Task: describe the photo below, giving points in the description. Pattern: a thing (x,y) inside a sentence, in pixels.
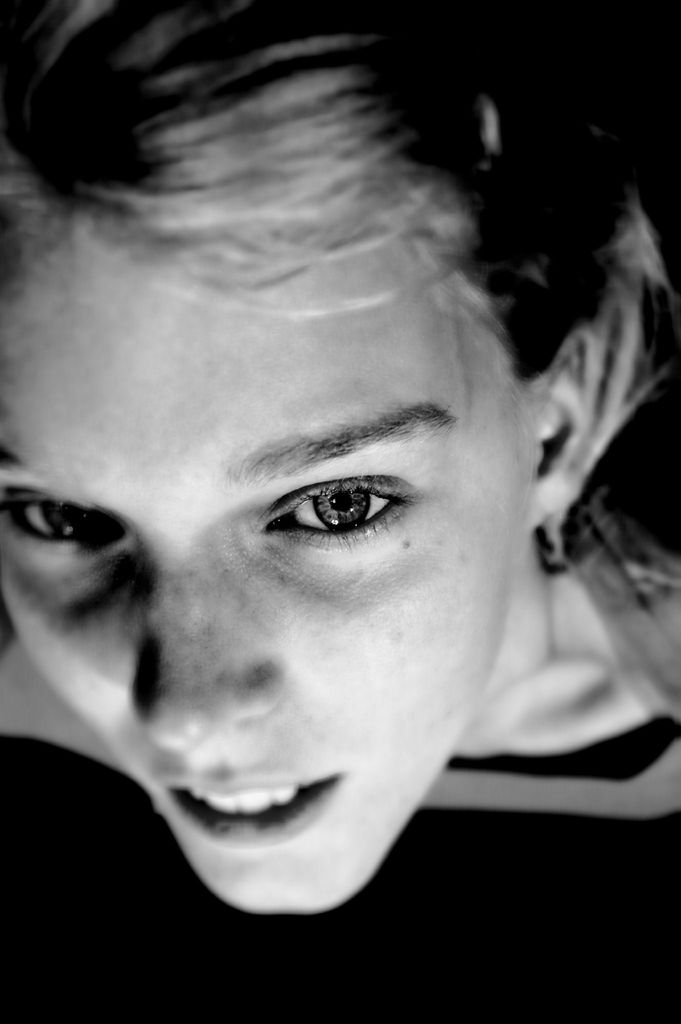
In the image we can see there is a face (323,533) of girl (415,601) and the image is in black and white colour.
